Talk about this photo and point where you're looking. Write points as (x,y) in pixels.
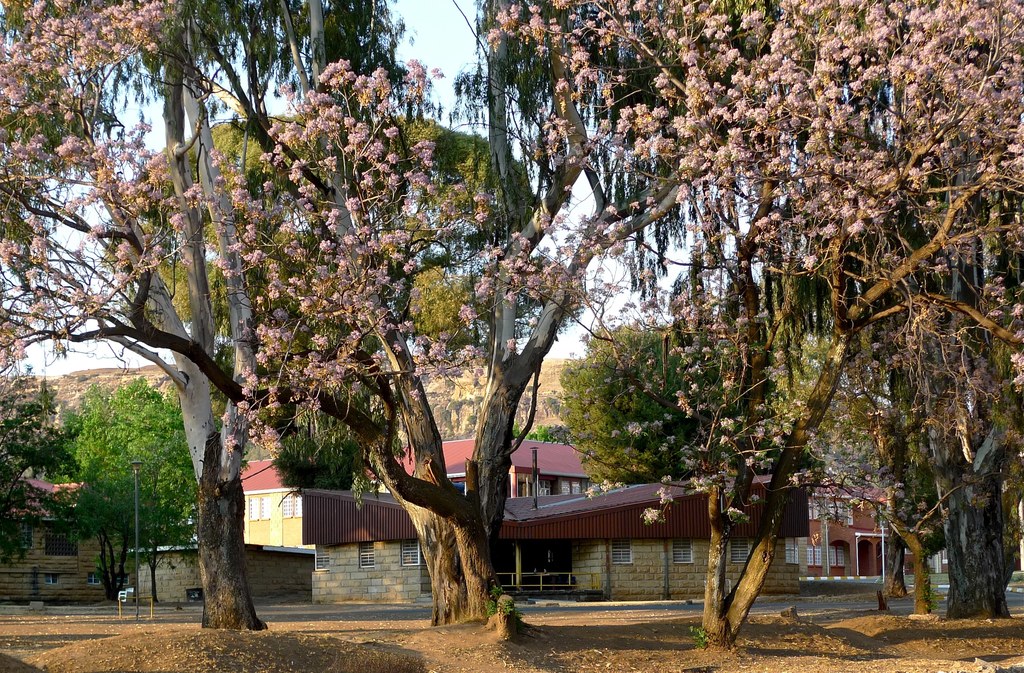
As we can see in the image there are trees (504,200), houses (250,504), hill (132,371) and sky (428,28).
